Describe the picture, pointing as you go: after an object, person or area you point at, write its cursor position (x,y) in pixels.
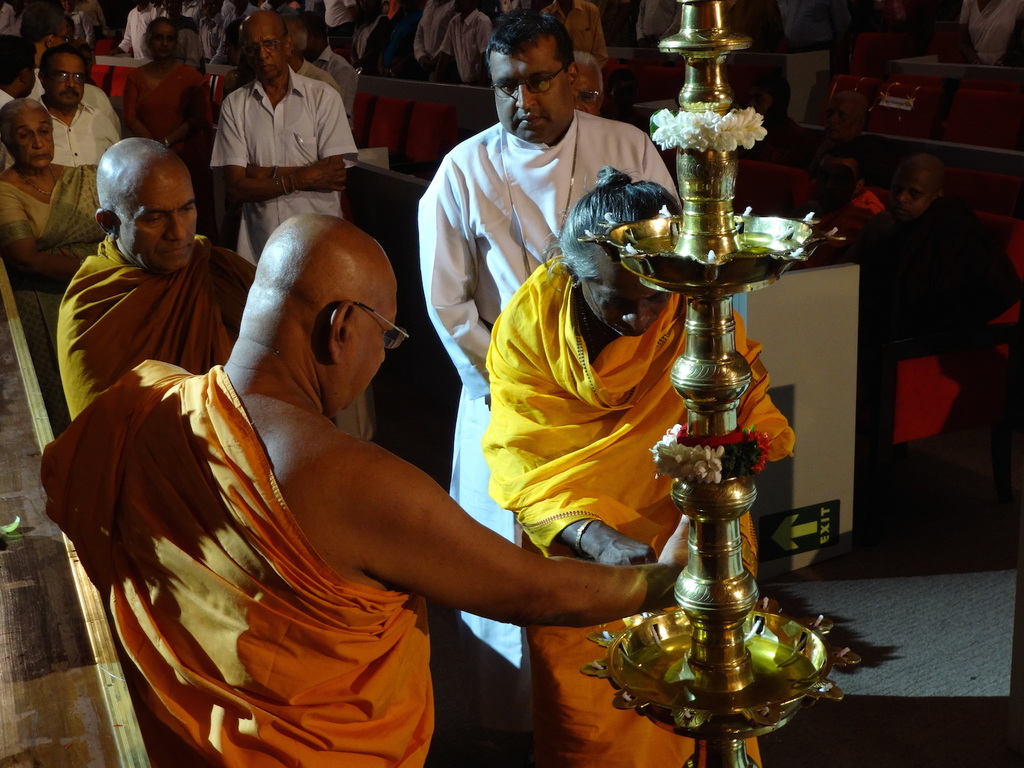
In this image we can see group of people (147,455) standing on the ground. One person (339,472) wearing orange dress (219,443) and spectacles (385,338) is standing in front of a lamp (654,696) with flowers (695,454) on it.
